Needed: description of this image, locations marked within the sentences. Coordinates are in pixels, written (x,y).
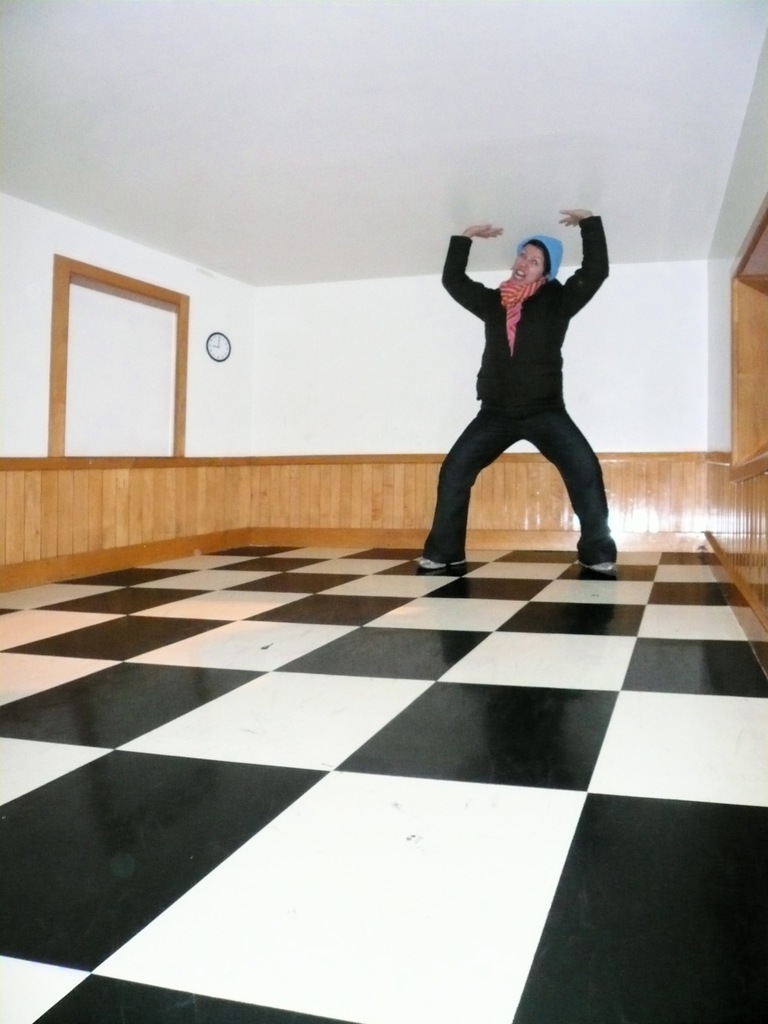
A person (524,423) is standing in a room (530,466) wearing black clothes (532,315) and a cap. The surface (672,656) is black and white in color. There is a clock (211,339) on the wall (253,306). The roof (461,225) and walls (253,306) are white in color.
